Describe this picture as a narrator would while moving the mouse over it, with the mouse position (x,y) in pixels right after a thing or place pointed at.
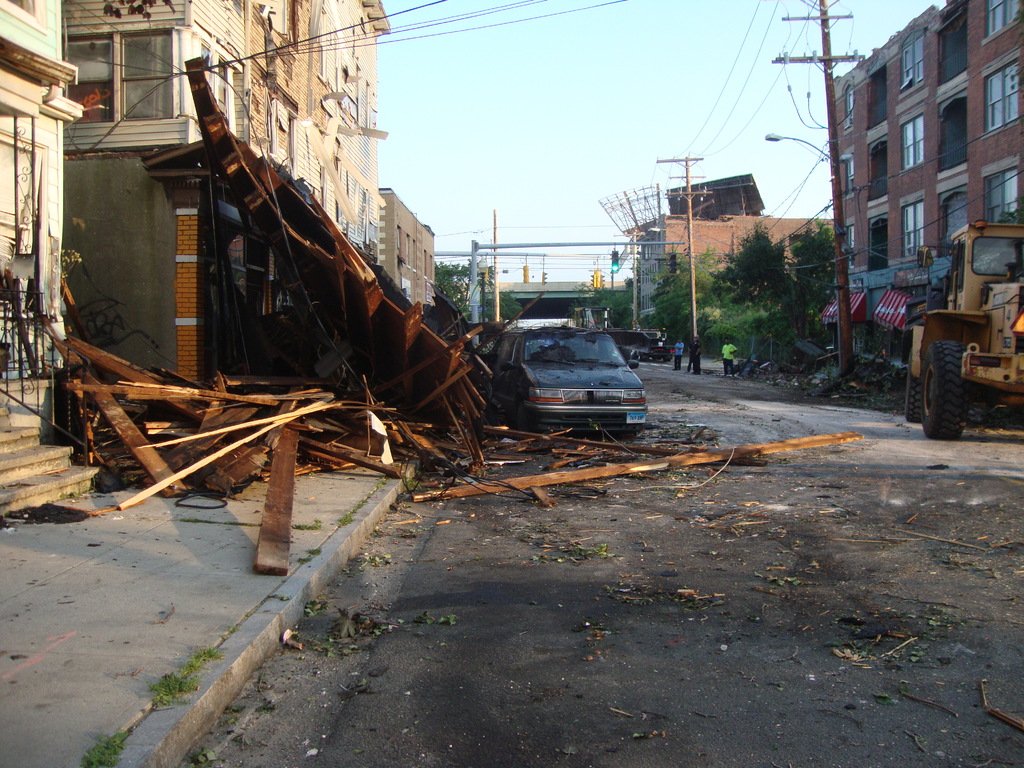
In this image we can see vehicles (630,416) on the road (619,501). On the left side of the image (235,482), we can see buildings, pavement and wood pieces (665,468). On the right side of the image (832,131), we can see electricity pole (826,51), wires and light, trees (789,259) and buildings (942,213). We can see the sky (550,81) at the top of the image (580,106). It seems like flyover (556,292) in the middle of the image (558,297).
